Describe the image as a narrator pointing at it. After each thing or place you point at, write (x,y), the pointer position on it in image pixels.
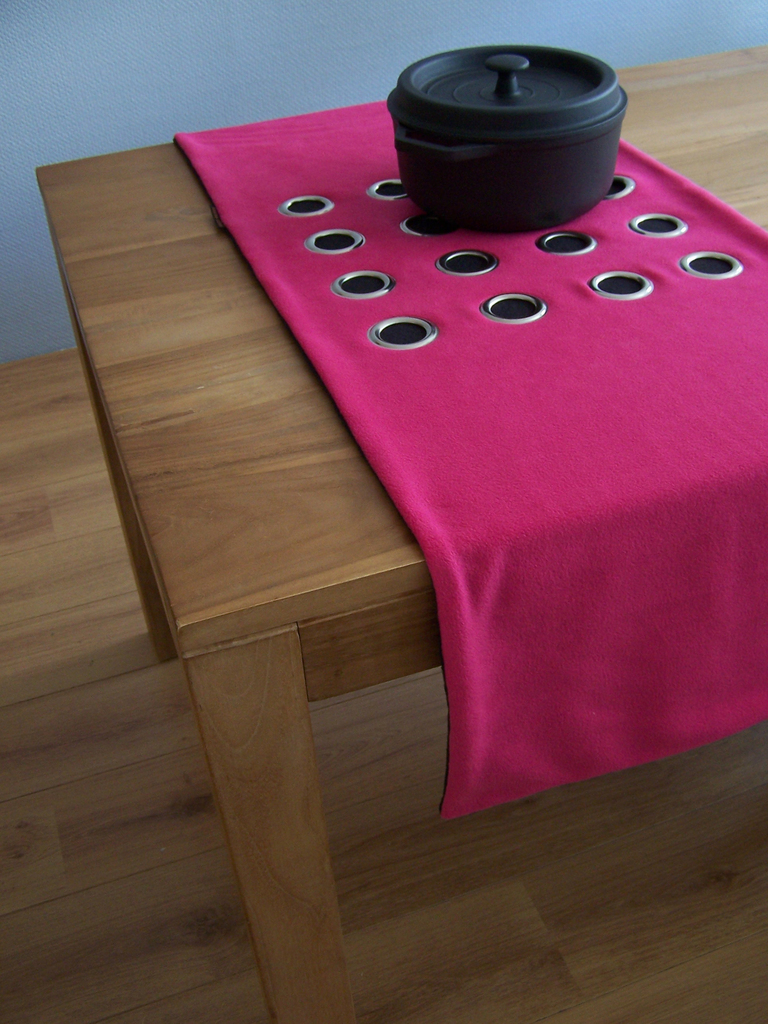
In this picture we can observe a pink color cloth (396,446) on the brown color table (201,450). There is a black color box (457,169) on the cloth (436,471). In the background (143,69) there is a wall (166,52).
